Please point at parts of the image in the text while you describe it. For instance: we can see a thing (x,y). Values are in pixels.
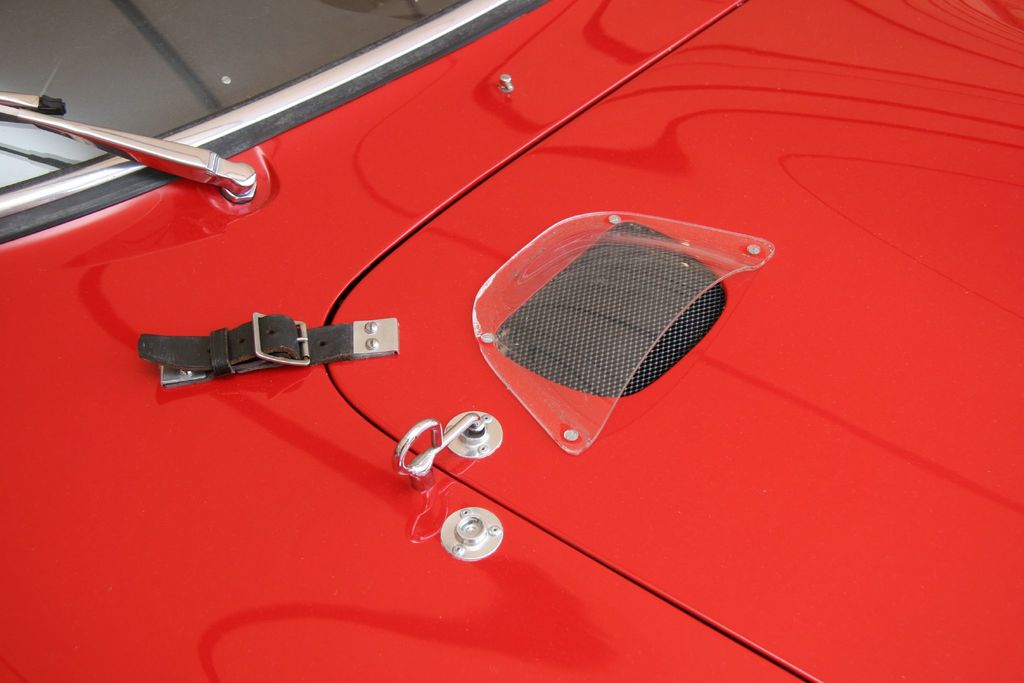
In the image we can see the front part (331,262) of the vehicle (231,254).
